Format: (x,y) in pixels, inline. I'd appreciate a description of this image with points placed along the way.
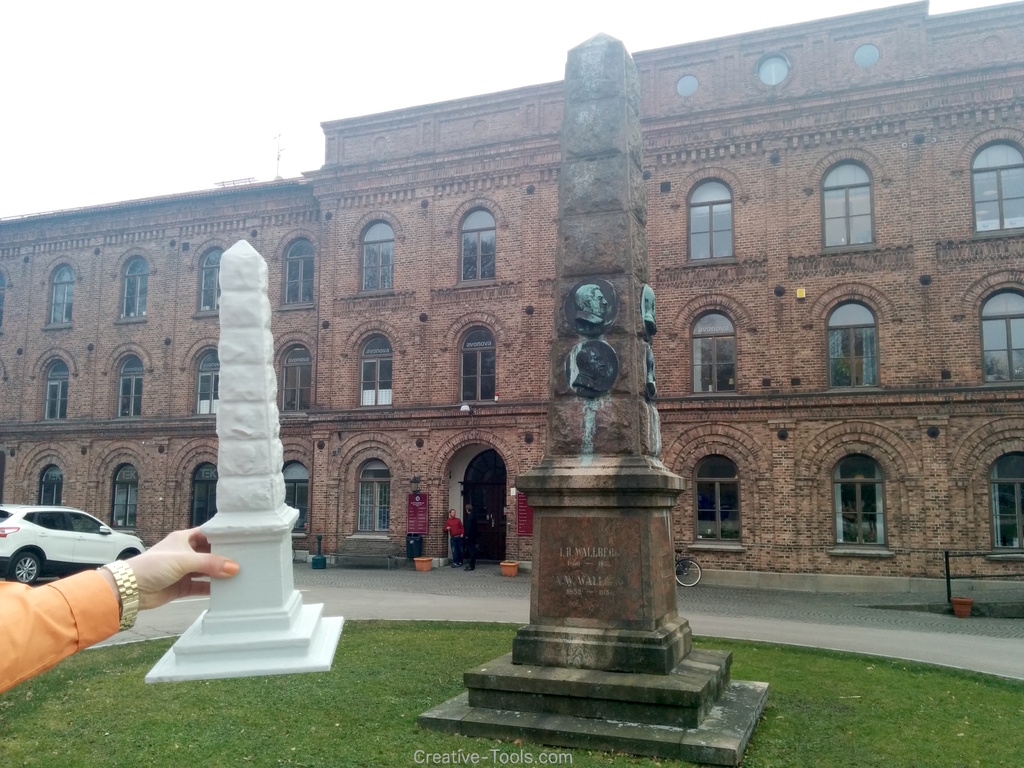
In the center of the picture (630,274) there is a sculpture (600,470). On the left (100,596) there is a person (204,555) holding an object (244,438). In the background (466,309) there is a building (685,266) and there are flower pots (420,558), person (468,538), car (24,513), bicycle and other objects (408,554).
